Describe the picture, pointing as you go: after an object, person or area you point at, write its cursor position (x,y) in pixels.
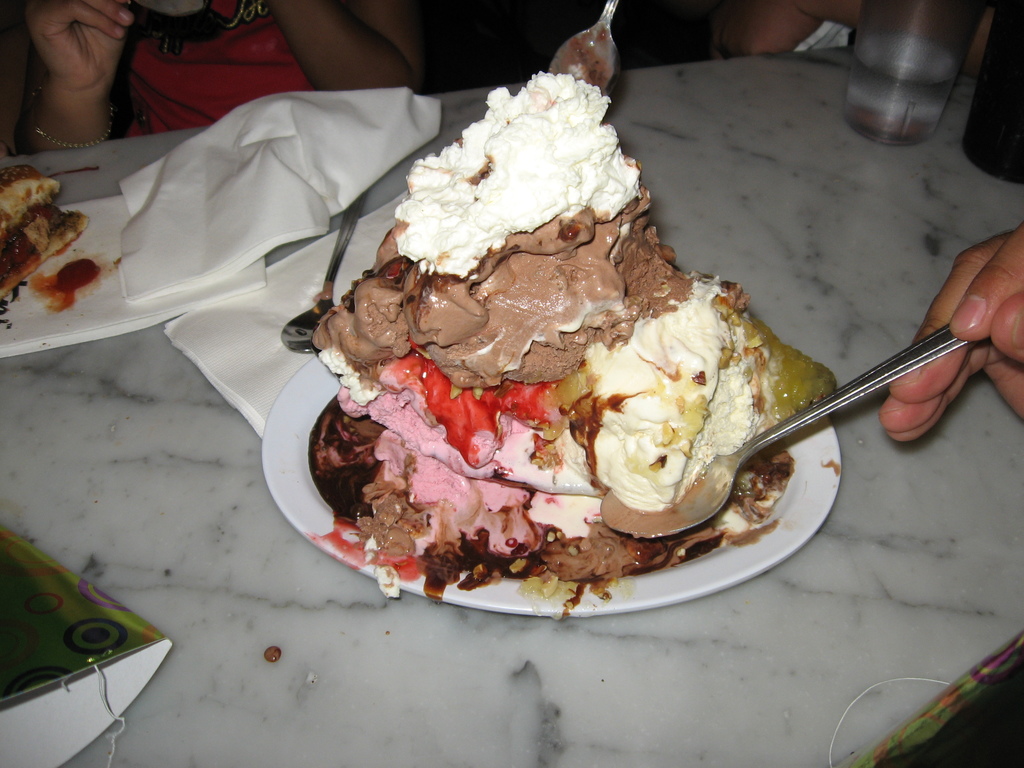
In this picture we can see a table (651,693) and on the table (295,626) there is a plate (280,440), spoons (719,477), tissues (233,356), food items (720,305) and other objects (26,666). On the right side of the image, we can see the fingers (893,389) of a person (914,378). Behind the table (109,368) there are two people (778,32).
